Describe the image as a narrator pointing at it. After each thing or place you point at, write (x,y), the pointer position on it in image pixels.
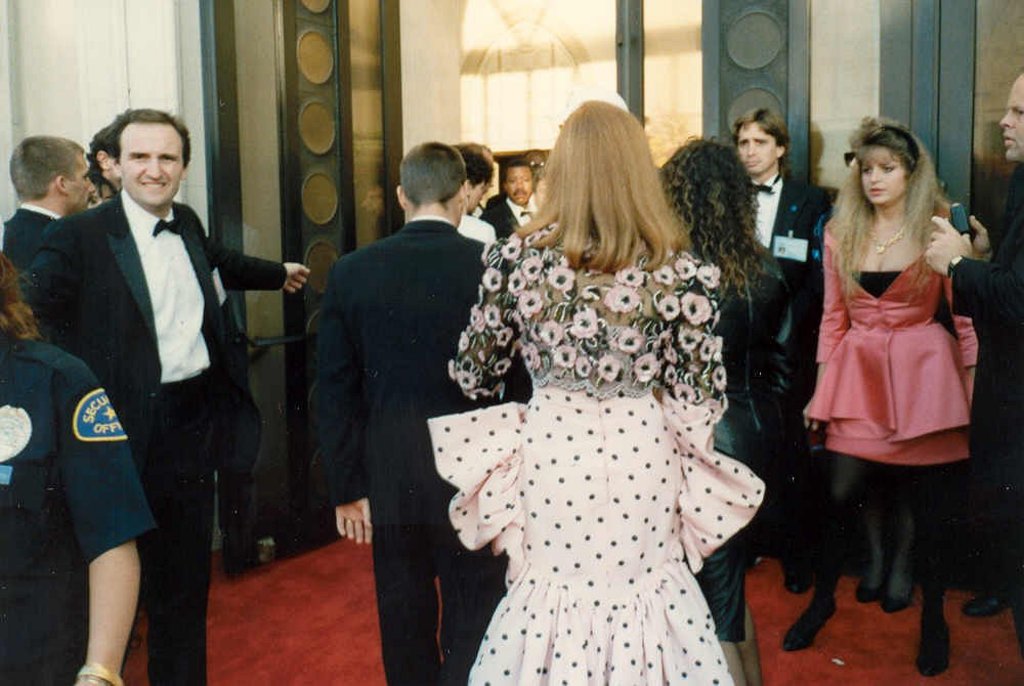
In the picture we can see some men (415,564) are standing outside the door (255,477) and welcoming some people (641,370) and they are in black color blazers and to the path (261,596) we can see a red color carpet (980,664) and we can see a door (277,64).
